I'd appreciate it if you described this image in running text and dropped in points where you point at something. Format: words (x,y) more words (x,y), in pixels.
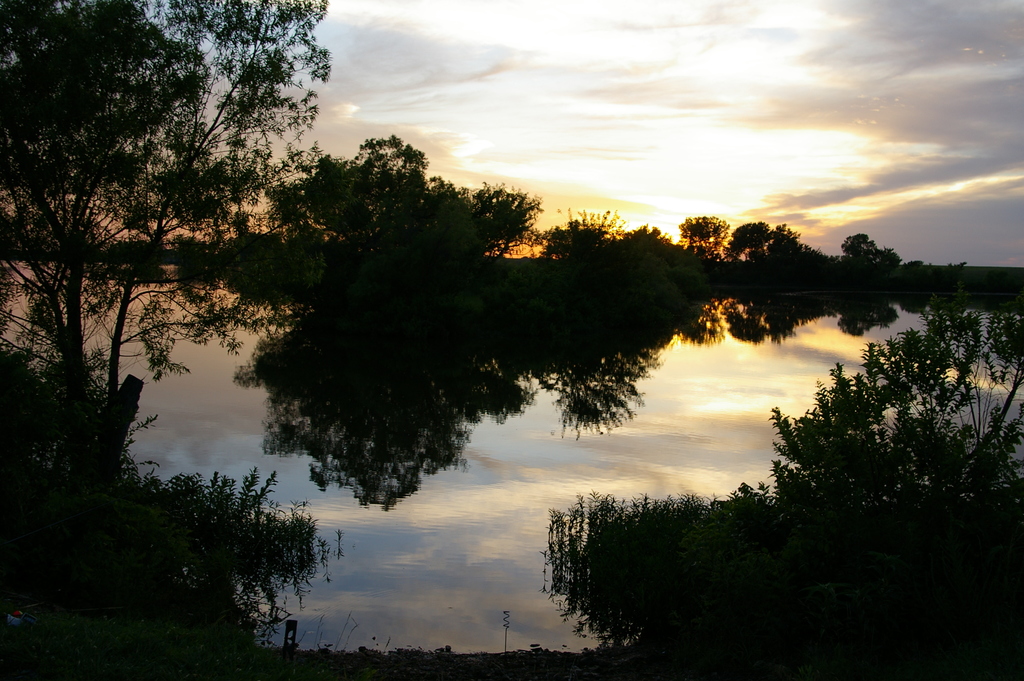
In this image at the bottom (261,585) there is a river (679,430) and some plants (171,539), and in the background (580,275) there are some trees (567,271). On the top of the image (561,115) there is sky (852,126).
